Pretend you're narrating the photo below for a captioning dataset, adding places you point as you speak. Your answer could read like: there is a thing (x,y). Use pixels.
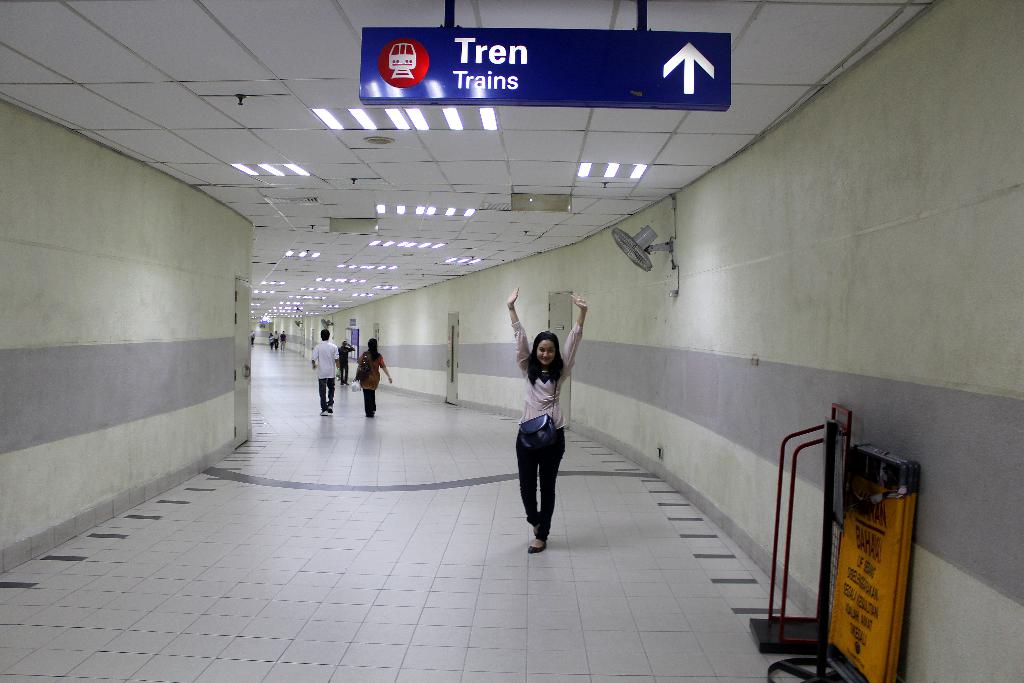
In this image I can see the floor (339,523), few persons (325,339) standing on the floor (332,492), the walls (275,321), few fans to the walls (435,390), few doors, the white colored ceiling (202,74), few lights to the ceiling (394,200) and a blue colored board (536,74) at the top (504,79). I can see few metal objects (837,478) to the right side of the image (837,461).
